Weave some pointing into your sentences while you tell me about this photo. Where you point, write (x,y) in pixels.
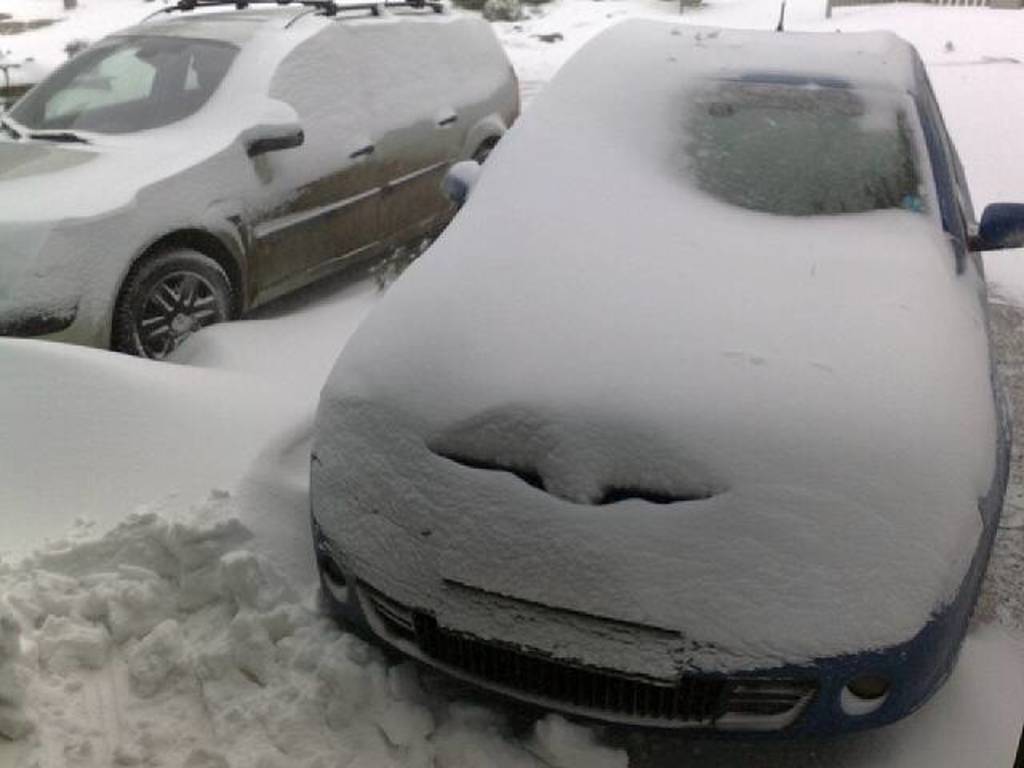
In the image there are cars (599,243) covered with snow (313,153). On the ground (139,398) there is snow (254,719). And in the background (982,92) there is snow (779,12).
